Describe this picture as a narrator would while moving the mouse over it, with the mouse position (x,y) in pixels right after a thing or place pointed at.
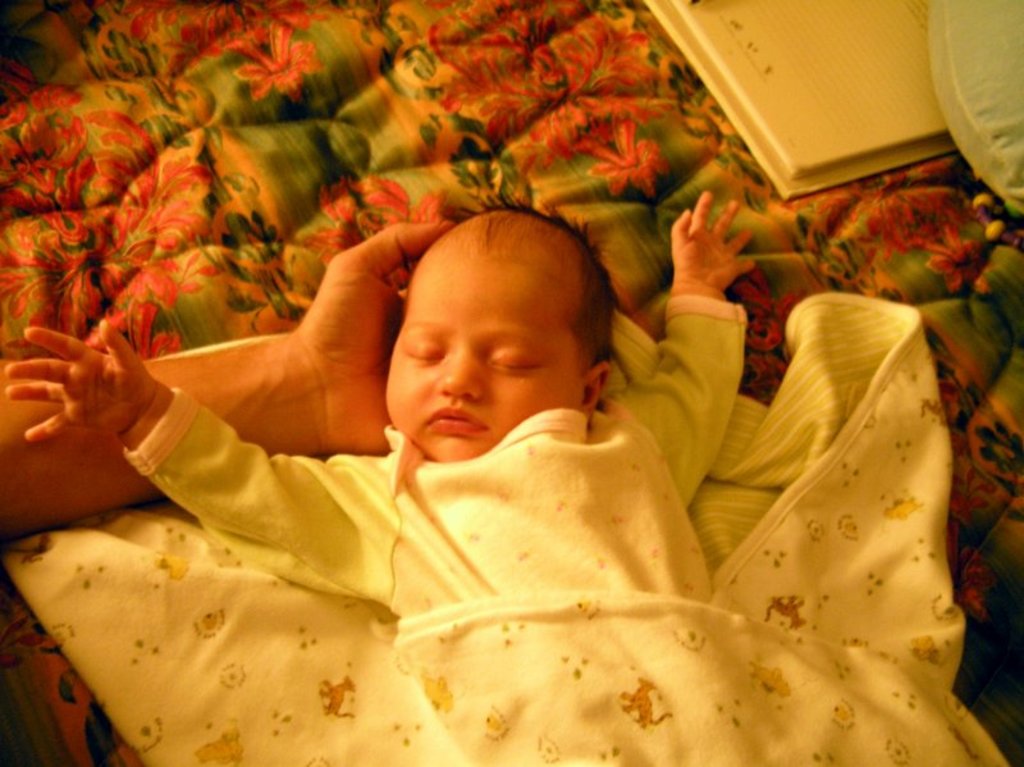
As we can see in the image there is a child (411,555) wearing white color dress (516,467). There is a cloth (37,271), a person hand (58,447) and here there is a white color cloth (598,640).
